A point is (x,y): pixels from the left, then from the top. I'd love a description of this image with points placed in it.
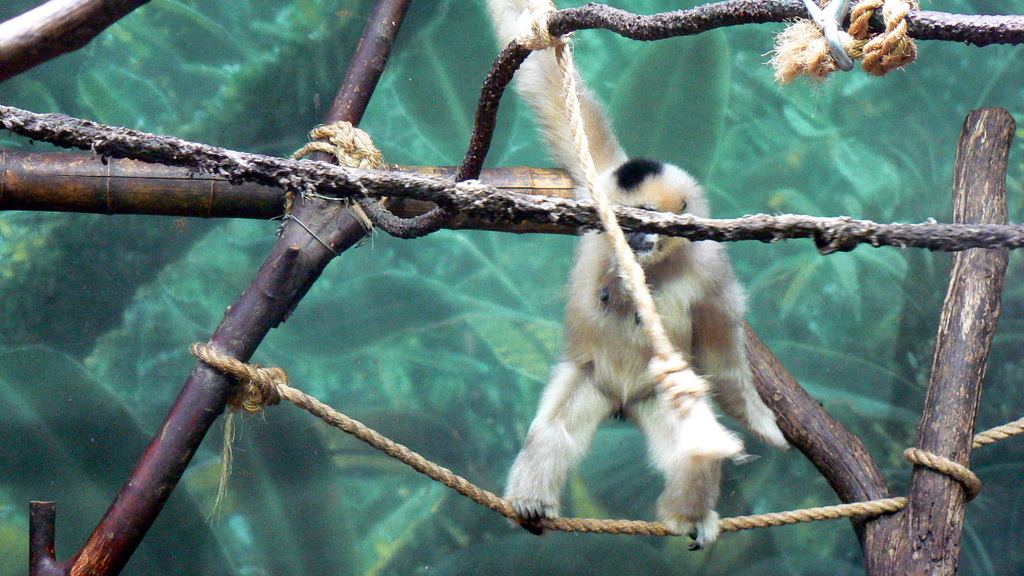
In this image we can see a gibbon (583,349) standing on the rope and holding the another rope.
